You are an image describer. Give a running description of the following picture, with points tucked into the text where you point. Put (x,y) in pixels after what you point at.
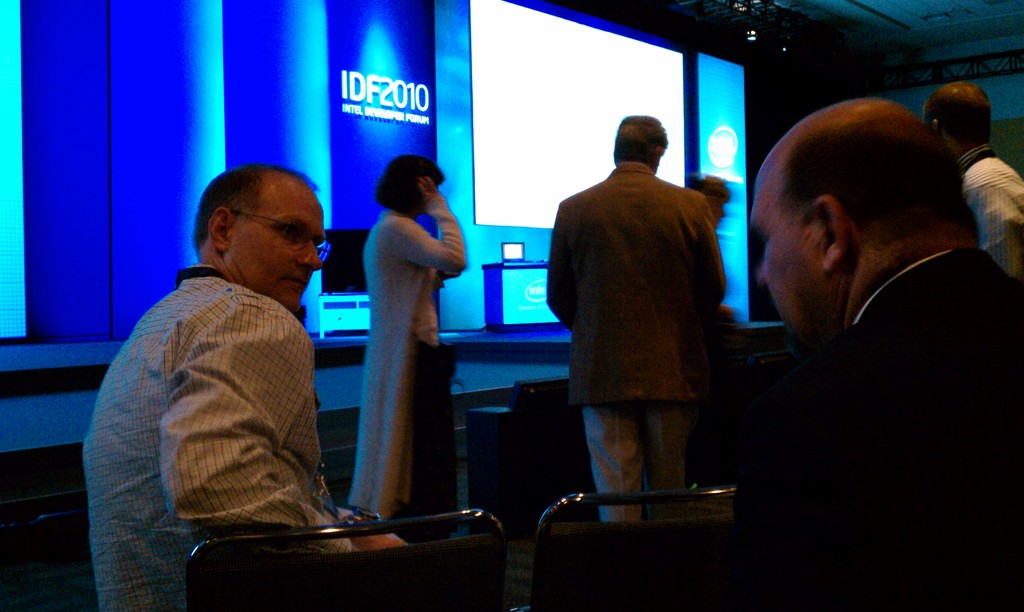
In the picture I can see two persons (334,543) sitting in chairs (624,536) and there are four persons (627,267) standing in front of them and there is a projector (584,96) and some other objects (430,106) in the background (554,119).
